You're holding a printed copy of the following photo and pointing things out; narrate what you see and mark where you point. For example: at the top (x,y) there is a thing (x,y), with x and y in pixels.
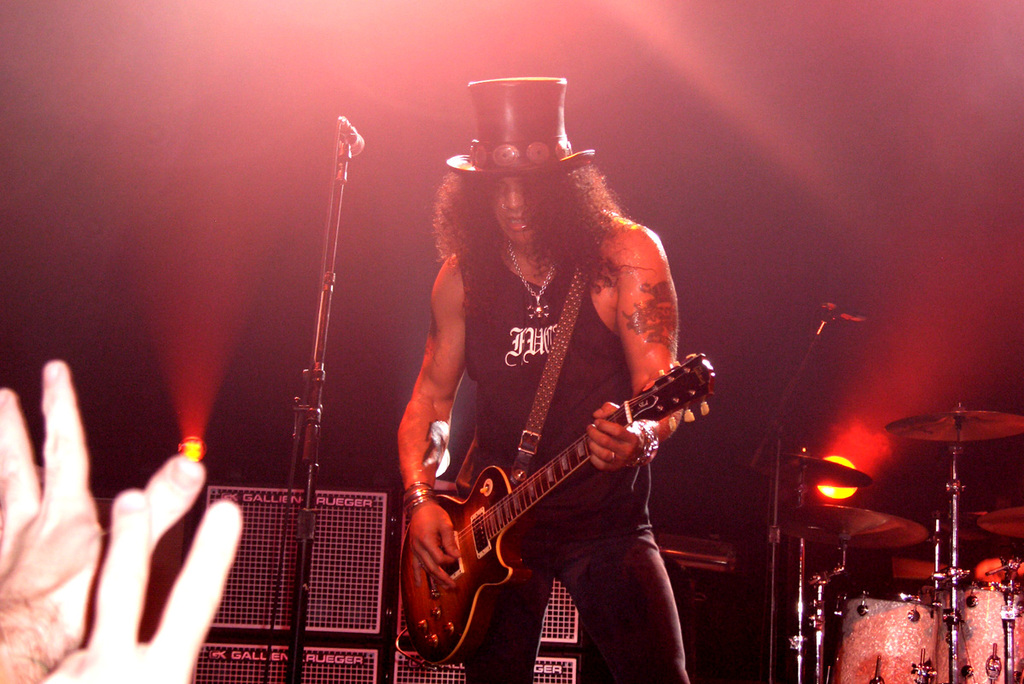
In this image there is a person (544,345) standing and playing a guitar (469,527), and in the background (244,624) there are speakers (207,674), microphone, persons (188,600), drums (1018,667), cymbals (883,523), lights (843,495).
